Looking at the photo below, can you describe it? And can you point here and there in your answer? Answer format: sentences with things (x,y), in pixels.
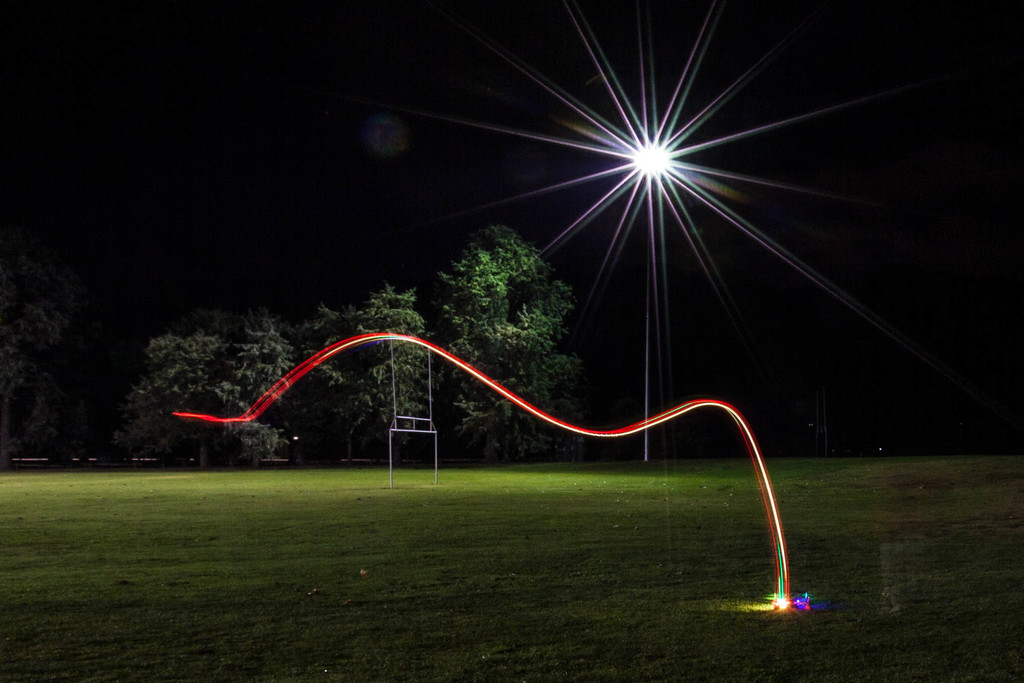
In this image I can see an open grass ground (498,540), number of trees (466,442), lights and I can see this image is little bit in dark.
